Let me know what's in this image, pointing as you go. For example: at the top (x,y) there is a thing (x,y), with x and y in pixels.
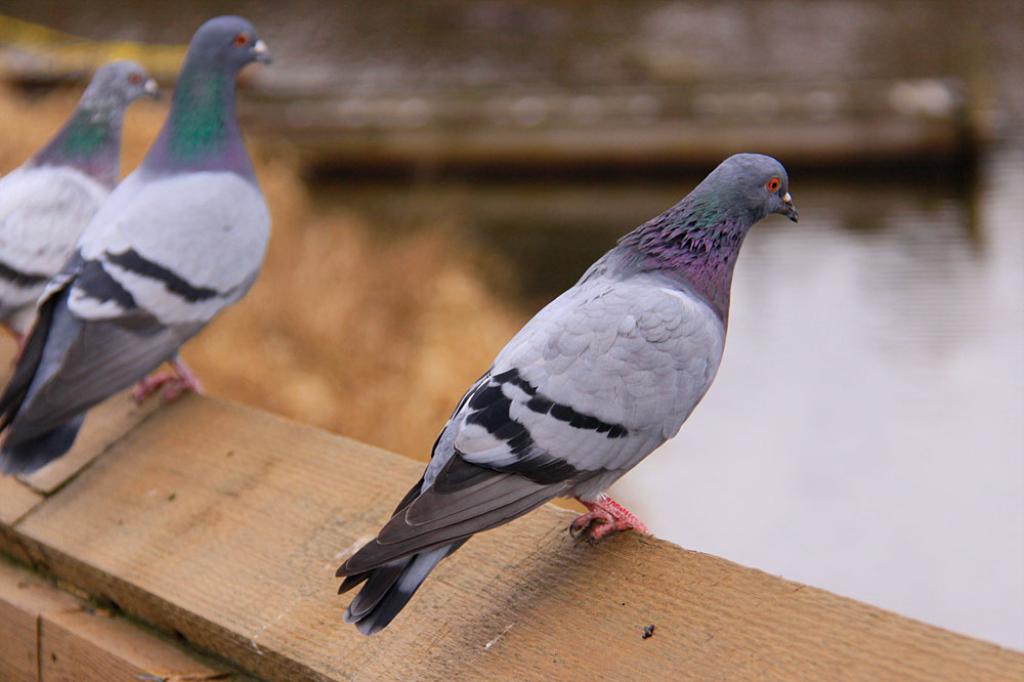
This picture is clicked outside and in the foreground (189,197) we can see the pigeons (207,179) standing on the wooden plank (577,557). In the background (893,176) we can see a water body (853,289) and the dry grass (386,288) and some other objects (585,86).
